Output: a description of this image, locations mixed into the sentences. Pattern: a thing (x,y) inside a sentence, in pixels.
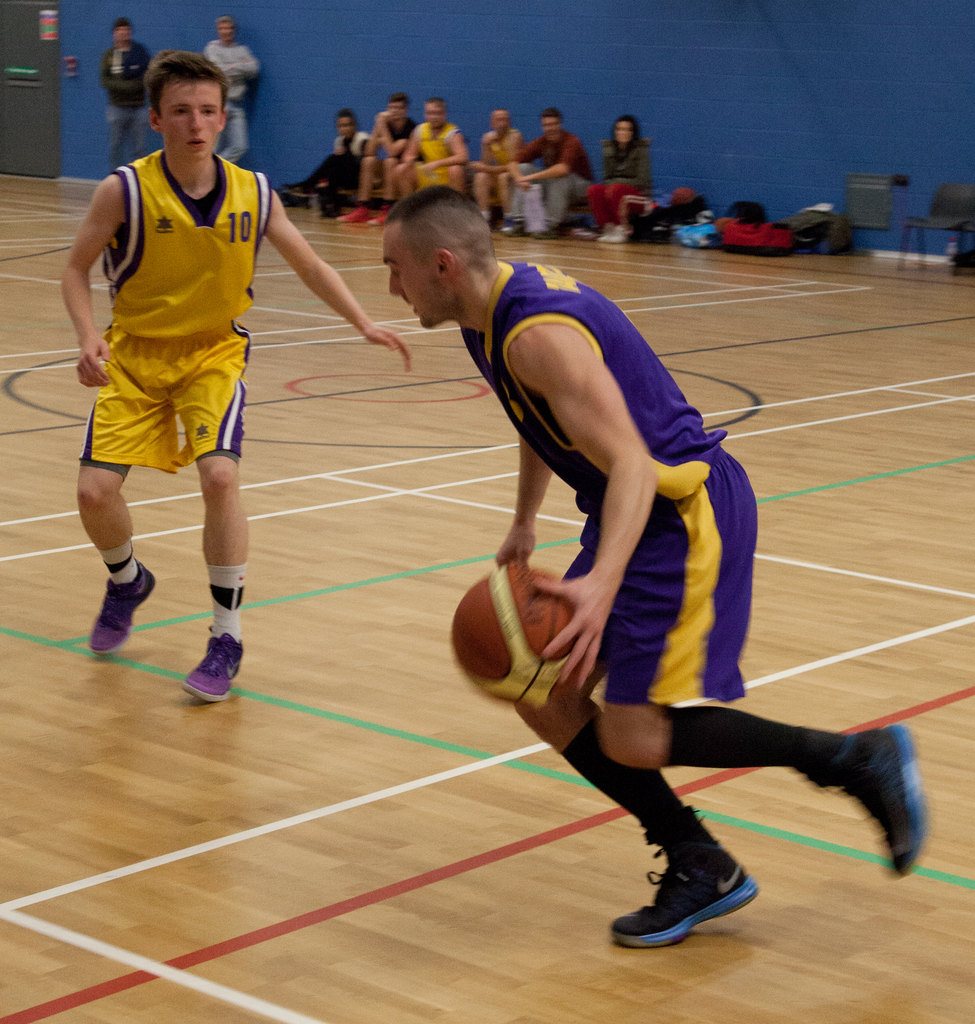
In the picture there are two people (495,301) playing basketball game, behind them a group of people (381,164) were watching them. In the background (570,126) there is a blue color wall (597,56), on the left (29,125) there is a door (57,146).
